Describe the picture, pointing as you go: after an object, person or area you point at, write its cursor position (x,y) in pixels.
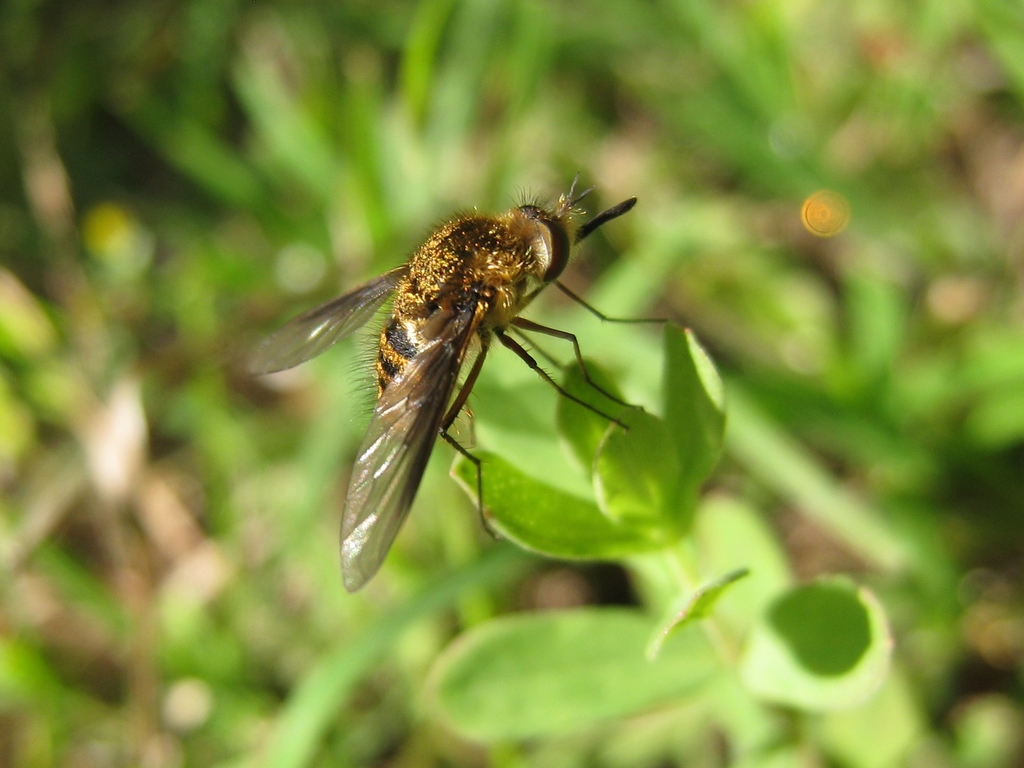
In the center of the image (479,294), we can see a bee fly (513,326) on the leaf (568,495) and in the background (95,424), there are leaves (722,95).
